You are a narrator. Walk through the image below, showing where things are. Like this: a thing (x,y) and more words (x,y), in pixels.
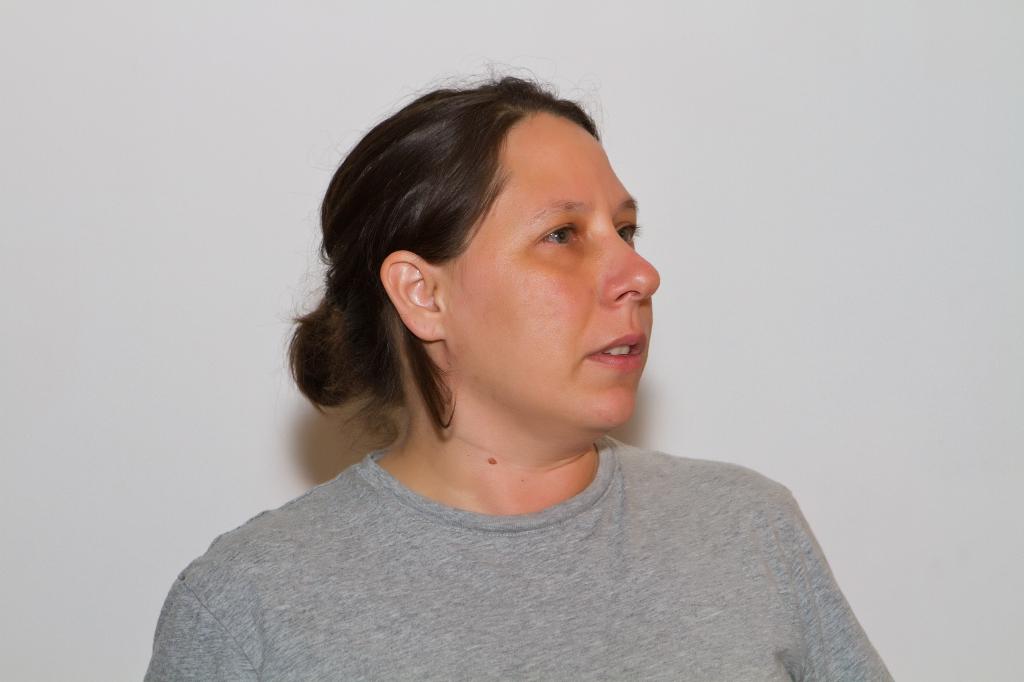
In the picture I can see a woman (504,498) is wearing a t-shirt (337,607). The t-shirt (461,633) is gray in color. In the background (747,255) I can see a white color wall (268,261).
